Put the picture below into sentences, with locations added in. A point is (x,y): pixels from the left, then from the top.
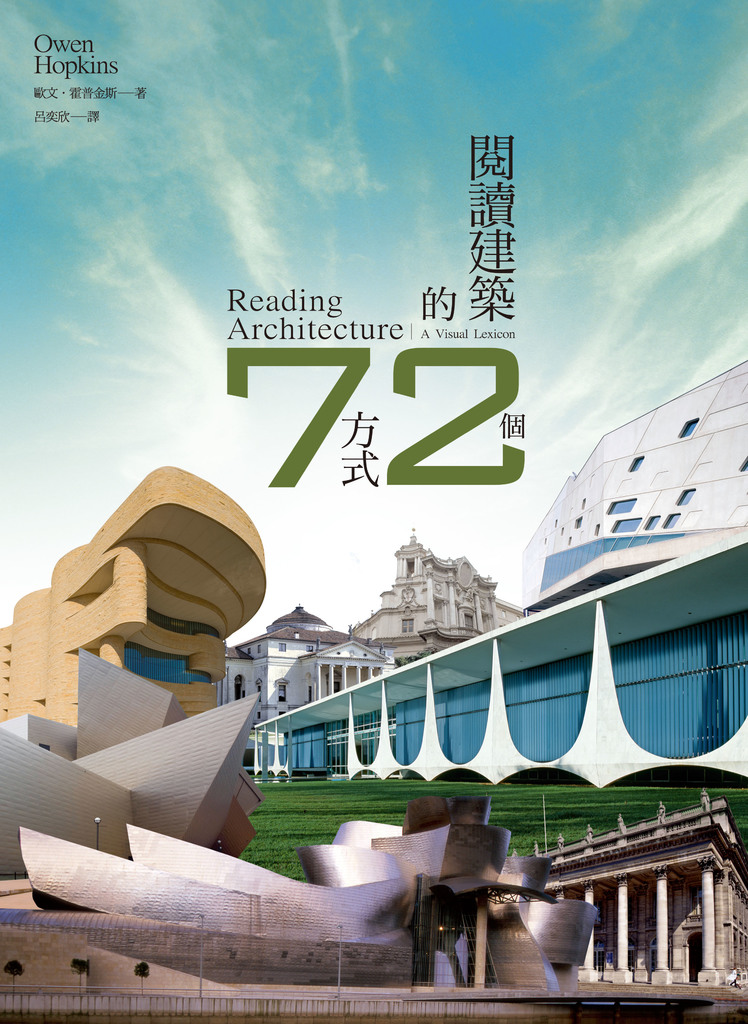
In this image, we can see a magazine (247,795). In this magazine (411,914), we can see few buildings (398,853) with walls (224,1003), pole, grass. Background (18,149) there is a sky (323,131). Here we can see some text (287,323).
